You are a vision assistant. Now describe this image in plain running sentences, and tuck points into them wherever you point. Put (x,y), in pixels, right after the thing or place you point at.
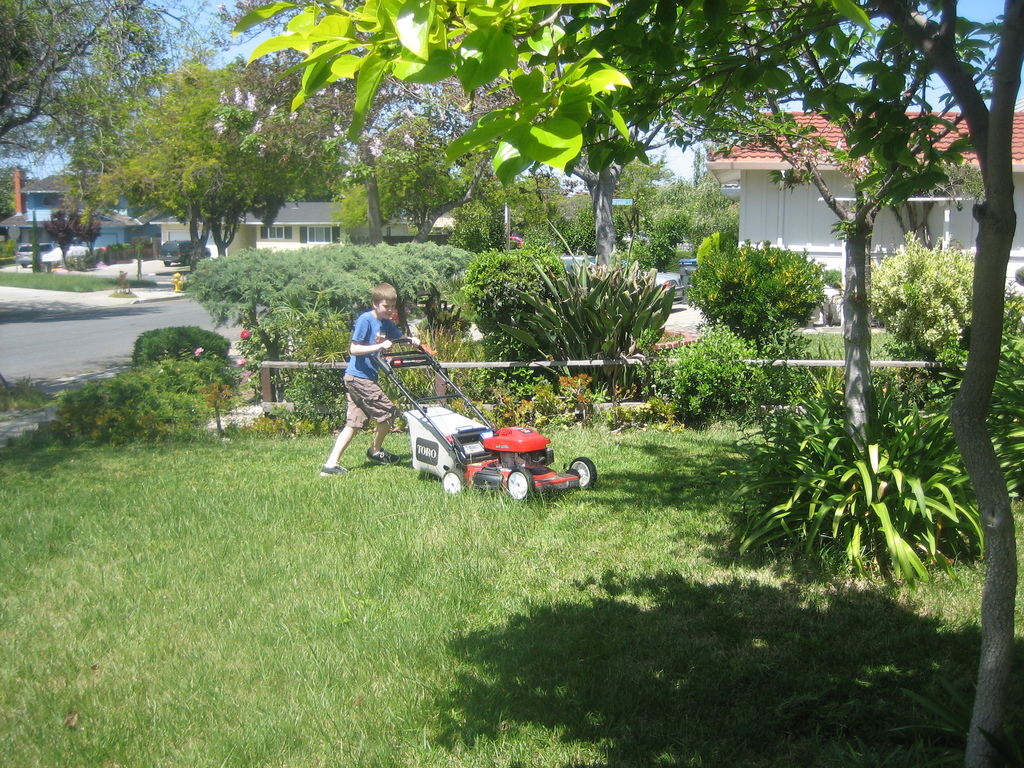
In this image we can see a boy (340,465) is holding a machine (426,406) with his hands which cuts the grass (136,549). In the background (584,368) there are trees (530,54), road (74,357), vehicles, houses (735,170), plants (483,283) and sky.
